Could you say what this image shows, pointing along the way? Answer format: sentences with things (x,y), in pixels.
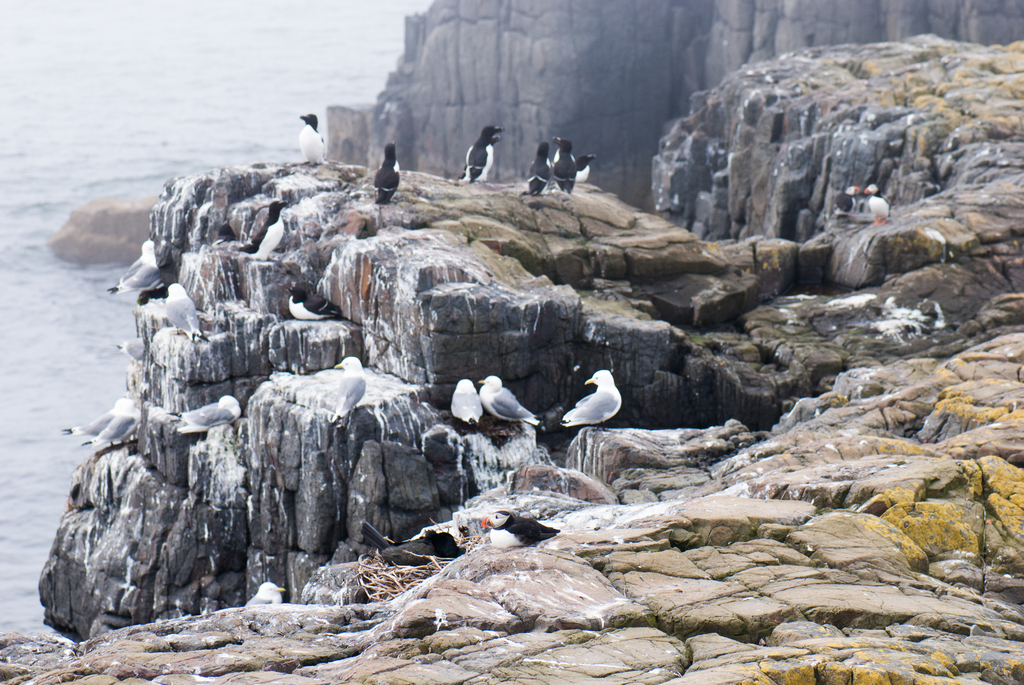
On the hills (388,244) there are beautiful birds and in front of the hills (760,271) there is a sea (57,393).
